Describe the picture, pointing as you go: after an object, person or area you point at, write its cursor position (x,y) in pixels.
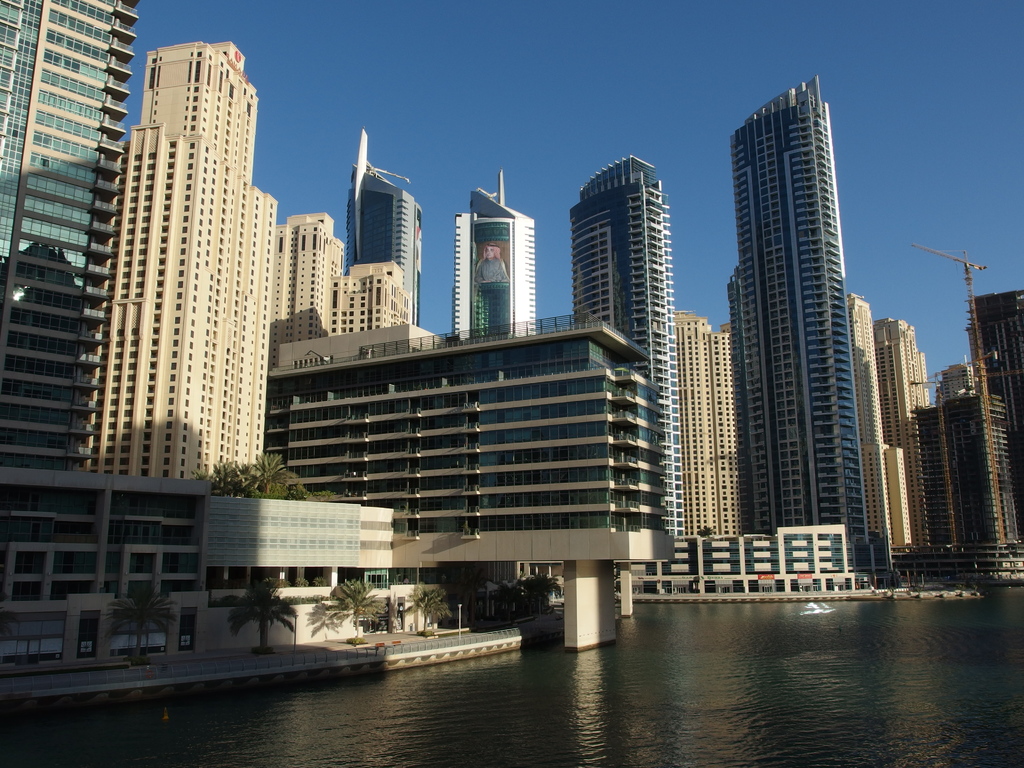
As we can see in the image there are buildings (681,332), water (742,679), trees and sky (514,63).
